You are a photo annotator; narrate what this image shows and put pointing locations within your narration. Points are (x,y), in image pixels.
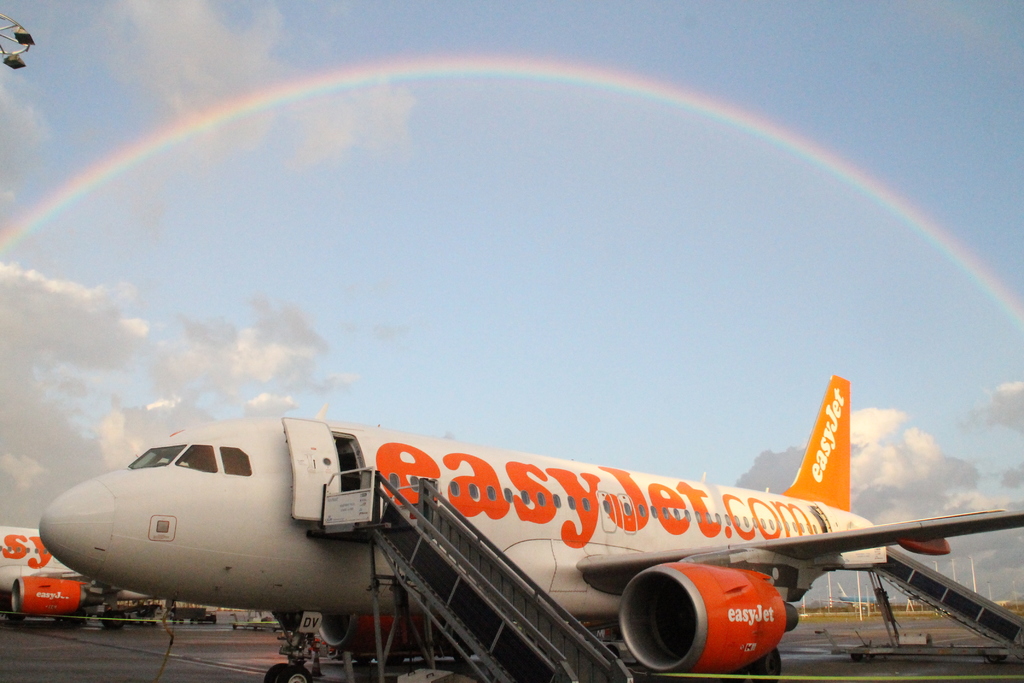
In the picture we can see a flight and beside the flight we can see another flight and in the background (76,354), we can see the sky (109,376) with clouds (64,323) and the rainbow (997,290).
